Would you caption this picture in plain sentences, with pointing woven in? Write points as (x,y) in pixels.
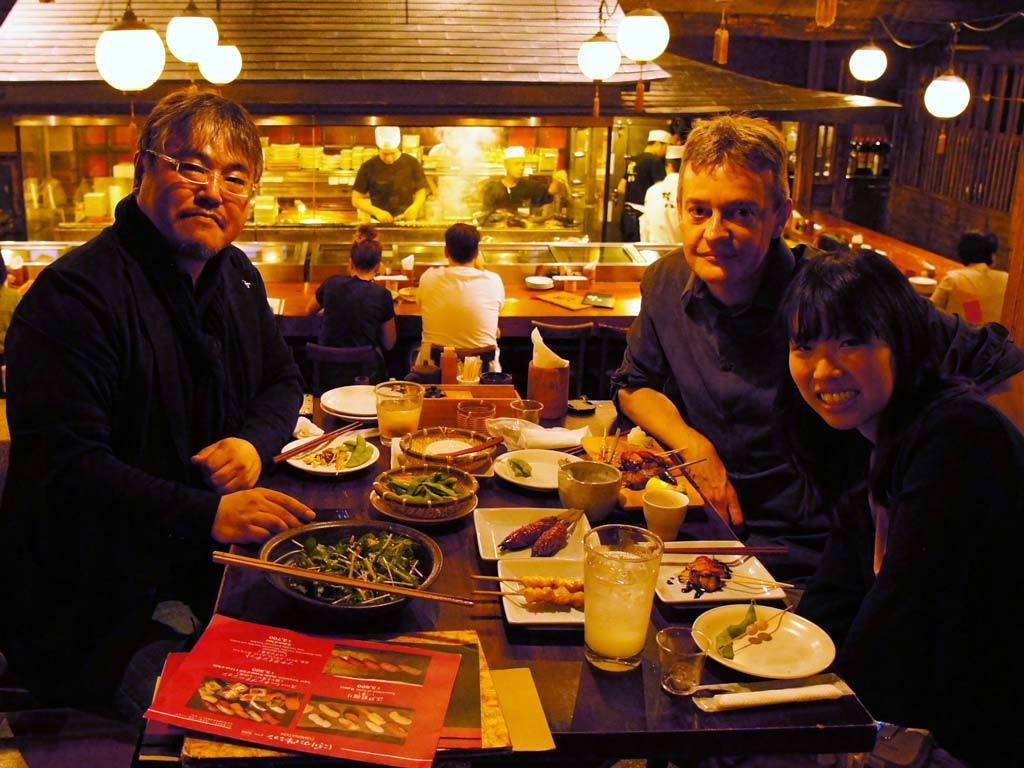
In this image there are food items (426,495) on the plates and in the bowls (615,470), there are cards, chop sticks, glasses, tissues box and some other items (541,433) on the table (203,684), there are three persons (843,480) sitting, and in the background (385,326) there are Chinese lanterns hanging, group of people (443,333), in which two persons (343,342) are sitting on the chairs (369,359), and there are some objects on the tables (896,258).
